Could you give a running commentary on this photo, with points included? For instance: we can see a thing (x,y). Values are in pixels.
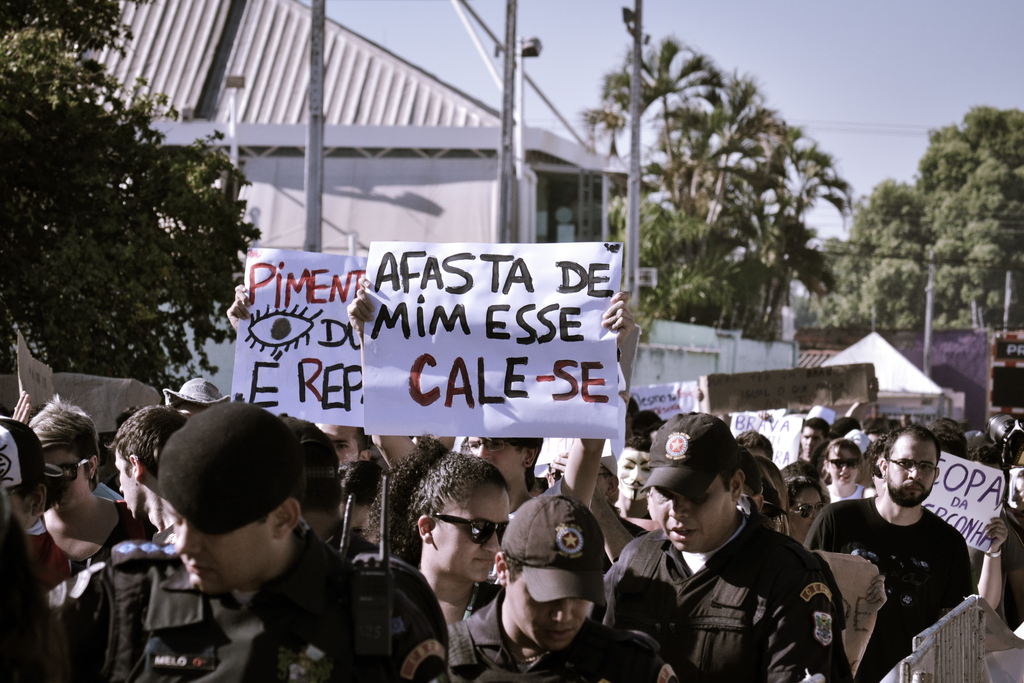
There are many people (519,527). Some are holding posters (466,365), wearing cap (227,413) and goggles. In the back (292,161) there are trees (898,205), building (439,140) and poles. On the left side (162,135) there is a tree (105,197). And sky (862,62) is there in the background (894,66).
